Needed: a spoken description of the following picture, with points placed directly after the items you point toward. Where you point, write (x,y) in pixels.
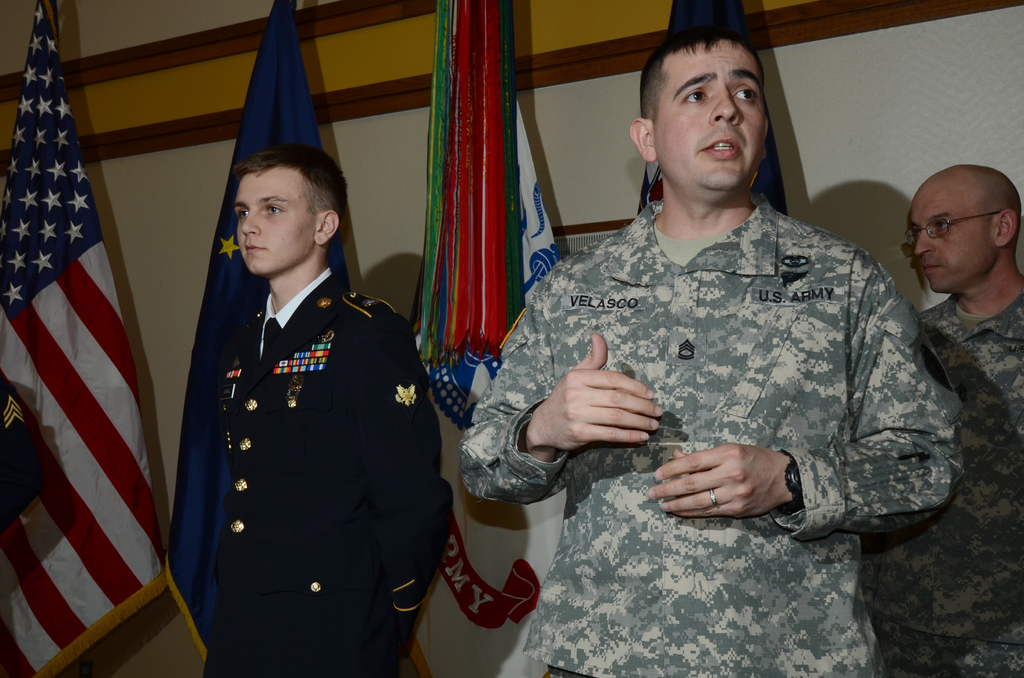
In this image there are three men (817,410) standing towards the bottom of the image (622,516), there is a man (648,263) talking, there are flags (126,505), at the background of the image (355,213) there is a wall (153,222).
